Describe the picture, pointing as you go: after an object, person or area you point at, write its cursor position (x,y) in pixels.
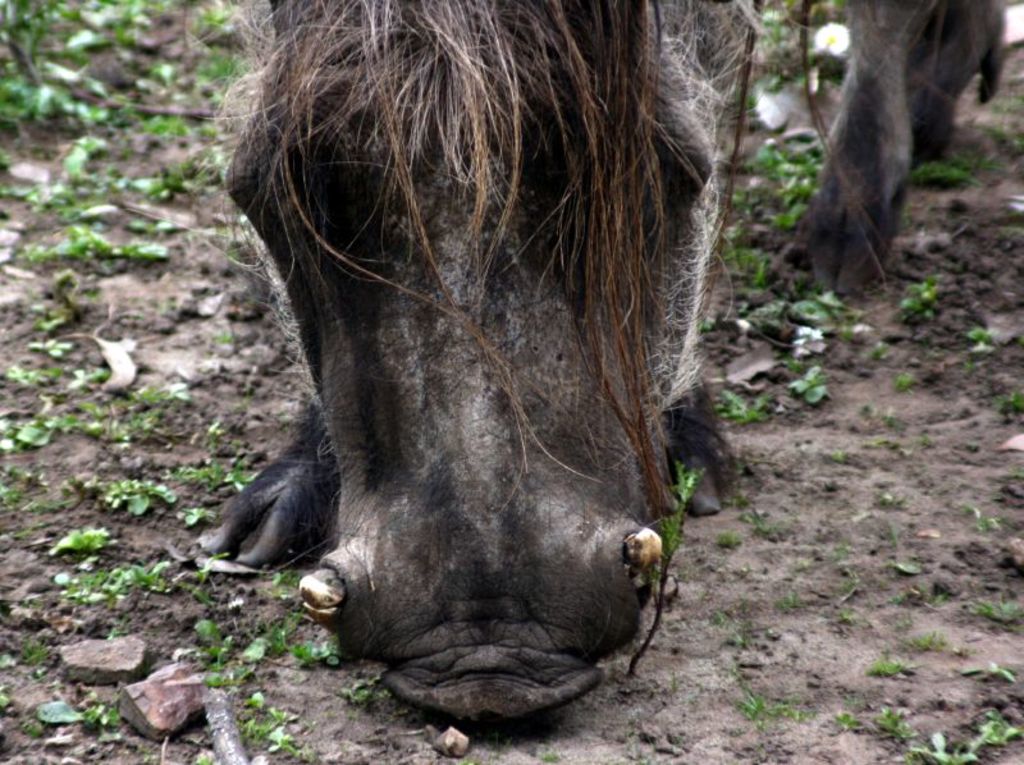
In this image, we can see an animal (583,240) and at the bottom (203,566), there are stones (96,647) and some plants (125,491) on the ground (240,631).
